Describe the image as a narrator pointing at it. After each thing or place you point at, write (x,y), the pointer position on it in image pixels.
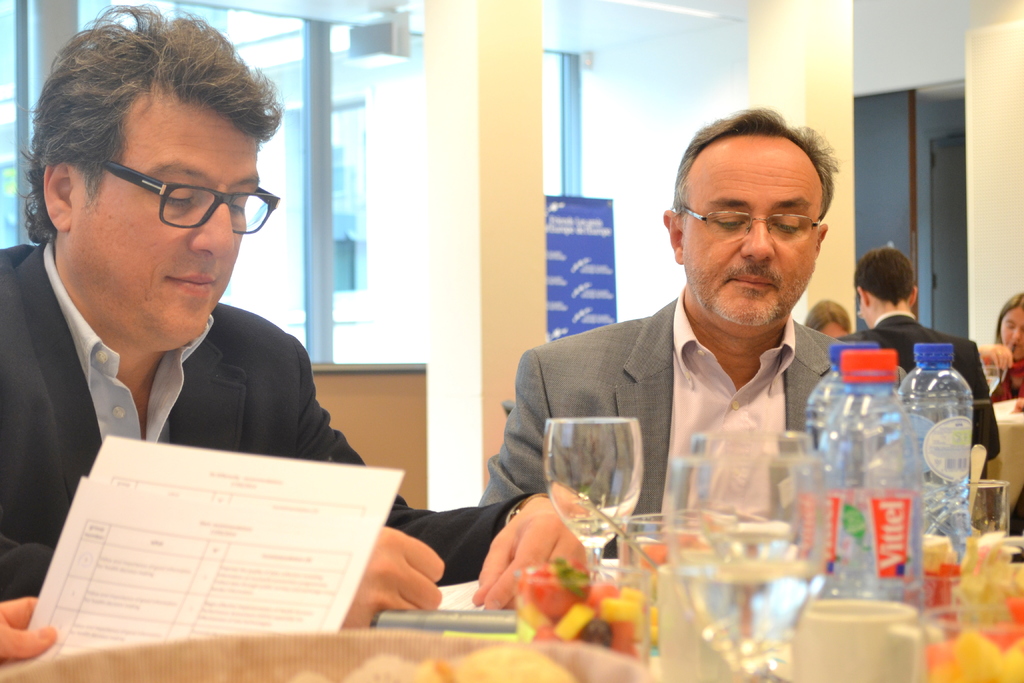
There are two persons (569,385) wearing suits (562,378) and sitting in chair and there is a table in front of them which consists of water bottle (864,455), glasses (738,534) and papers (361,490).
